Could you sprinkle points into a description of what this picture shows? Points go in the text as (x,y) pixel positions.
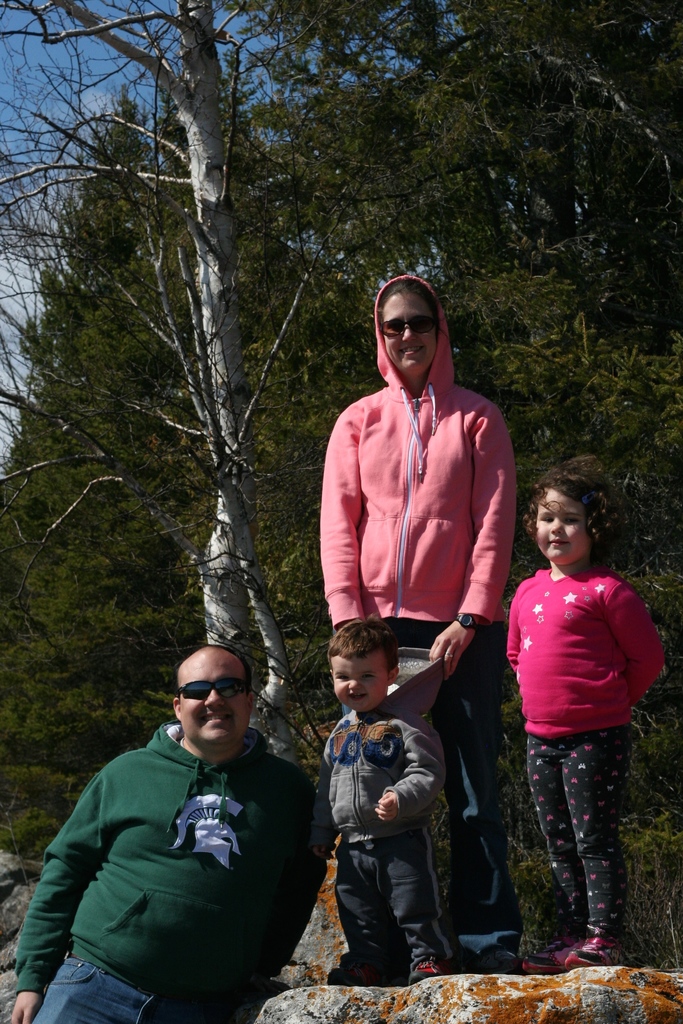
In this image there are two persons (454,507) standing and they are wearing goggles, and also there are two children (578,655) standing on a rock (314,982). In the background (75,639) there are some trees (26,521) and sky (42,103).
